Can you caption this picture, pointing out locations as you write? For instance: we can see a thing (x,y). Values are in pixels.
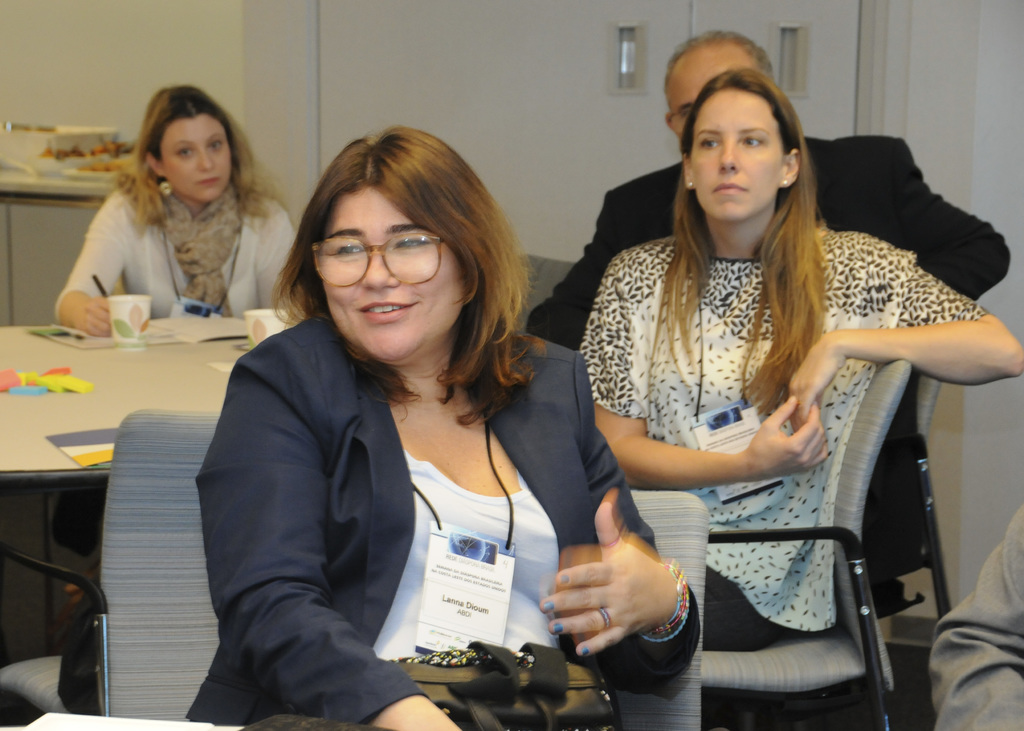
In this image there are people (326,363) sitting on chairs (882,724), in the middle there is a table (9,412), on that table (112,350) there are cups (143,333) and books (199,328), in the background (545,4) there is a wall (921,139) for that wall (921,139) there is a door (675,34).
